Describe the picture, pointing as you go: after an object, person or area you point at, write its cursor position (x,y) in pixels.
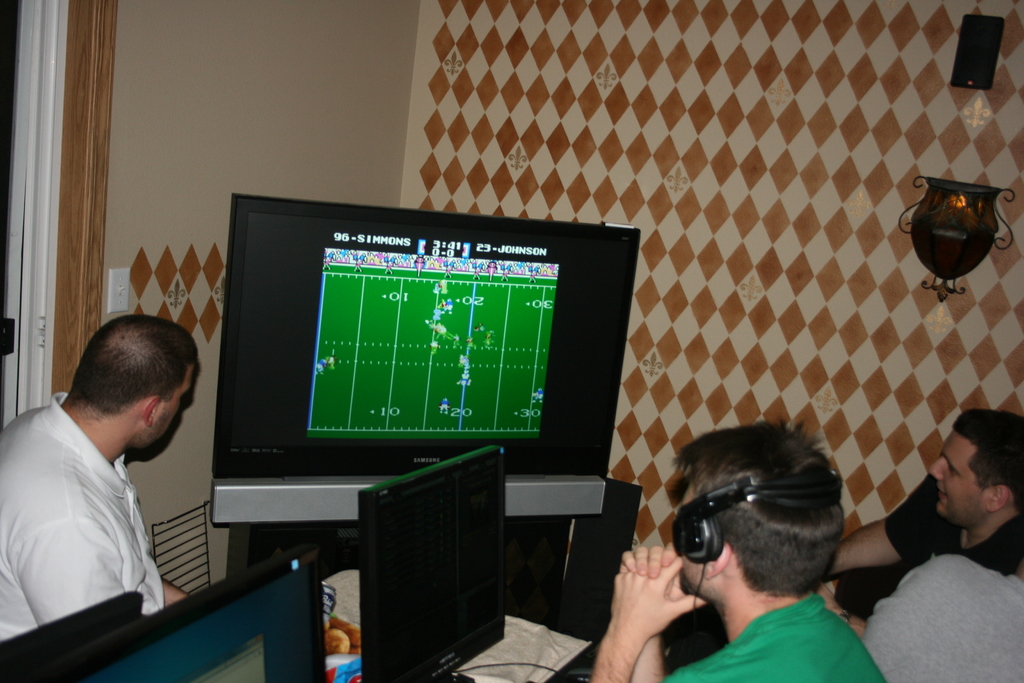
In this image, there are three people (912,562) sitting. This is a television (478,429) with the display (391,364). At the bottom of the image (515,643), I can see a table (492,652) with the monitors (376,606) on it. I can see a lamp (960,249) and an object (976,40), which are attached to the wall (890,181). This man (745,559) wore a headset (771,479).
